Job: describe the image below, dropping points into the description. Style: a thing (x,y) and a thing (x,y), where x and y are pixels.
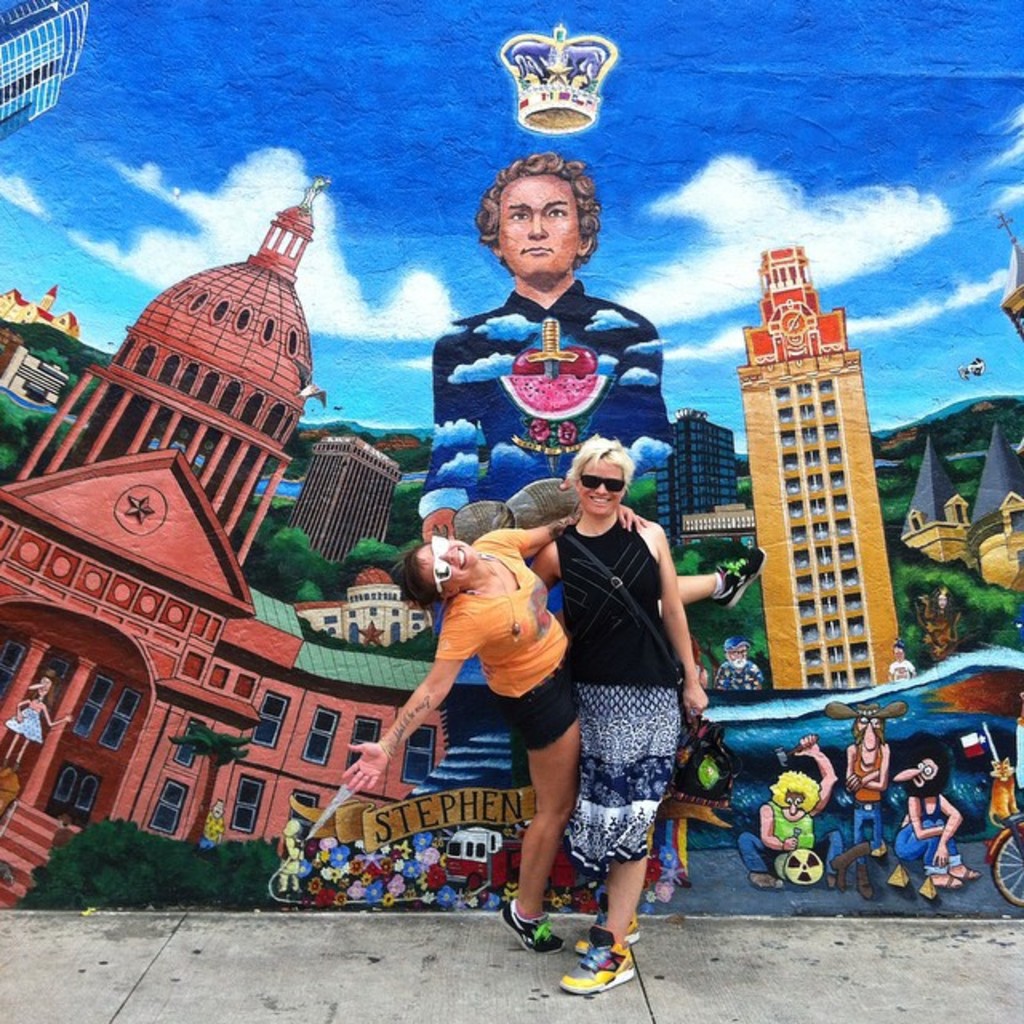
Painting (421,267) is on the wall (412,315). In-front of this painting (494,418) these two people (634,521) are standing, smiling, wore goggles (442,553) and giving stills. Here we can see buildings (820,685), people (933,792), vehicles (455,867), plants (93,882), flowers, trees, crown (551,116), sky (629,125) and clouds (663,272).
